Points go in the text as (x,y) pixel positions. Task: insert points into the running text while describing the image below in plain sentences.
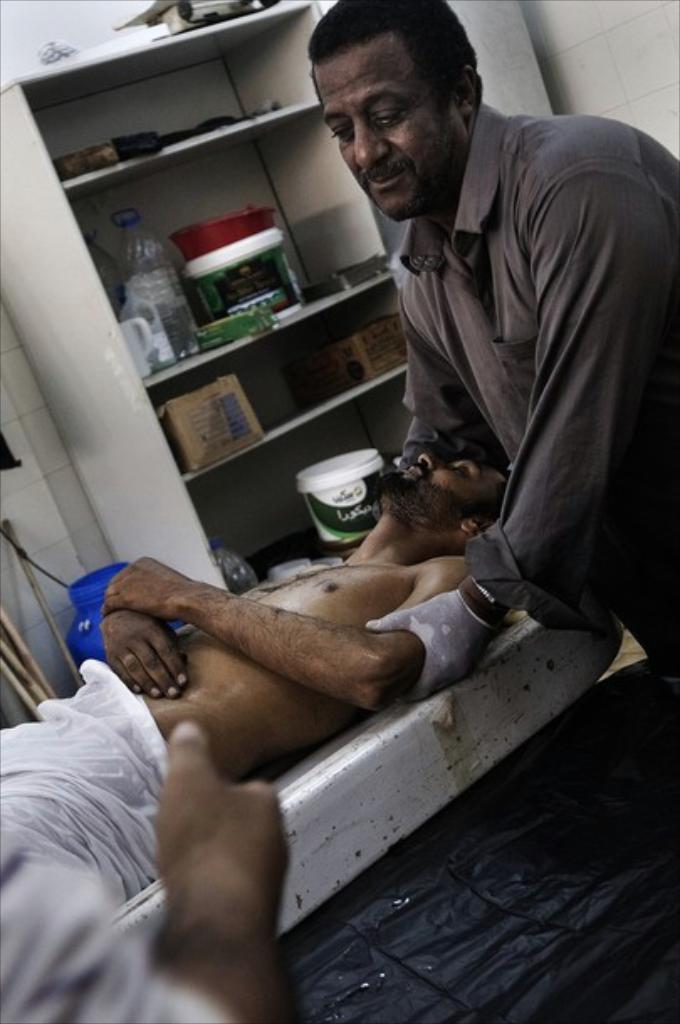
In this image I can see three person (321,672) and I can see one of them is wearing a white colour glove (426,659). I can also see one person (334,683) is lying. In the background (158,251) I can see few buckets (225,302), few bottles (169,309), few boxes (262,328) and few other stuffs (198,7) on the shelves (171,93). On the left side of the image (81,596) I can see a blue colour container (97,606) and few sticks (13,659) near the wall (45,545).
